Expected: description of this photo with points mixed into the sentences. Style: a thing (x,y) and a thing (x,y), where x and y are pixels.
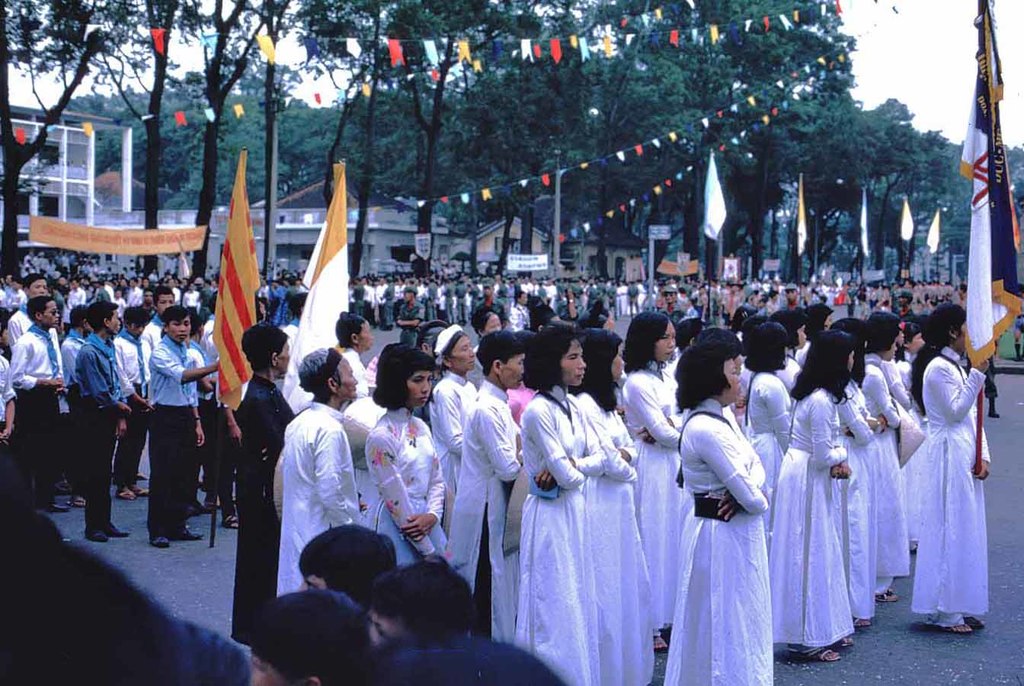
Here we can see crowd (817,399) and they are holding flags (1004,278). There are poles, boards (525,264), flags (978,291), trees (711,100), and buildings (53,136). In the background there is sky (934,116).
